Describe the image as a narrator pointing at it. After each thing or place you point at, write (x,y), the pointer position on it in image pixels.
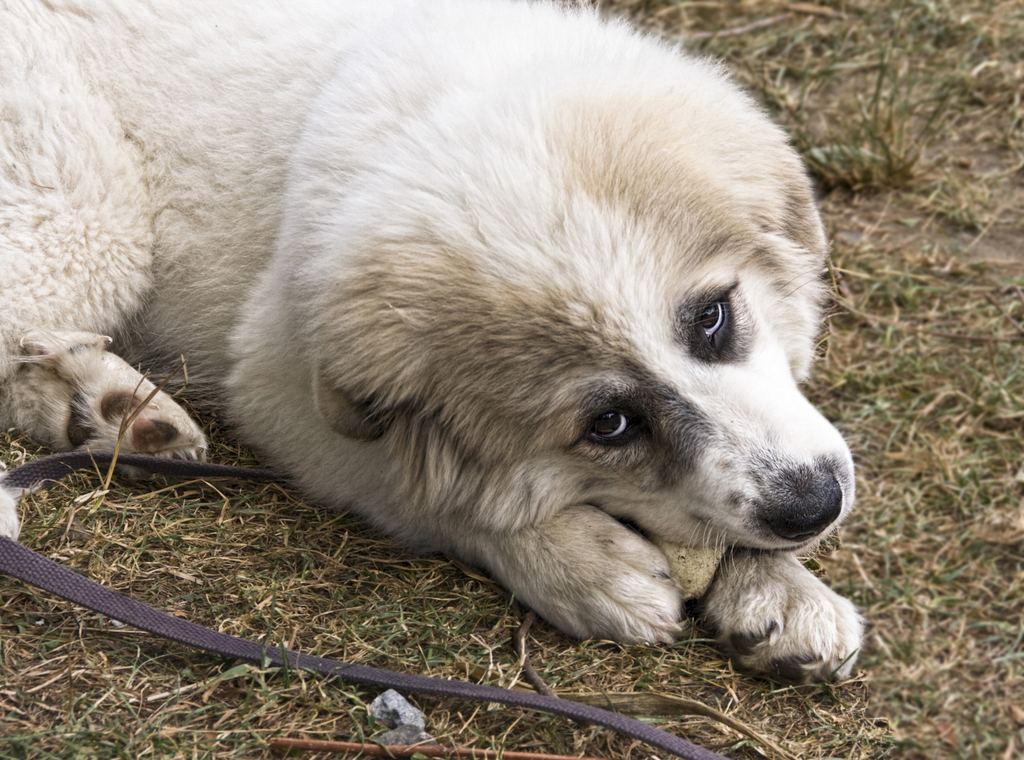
Here we can see a dog (386,267) lying on the ground (867,110) and there is a belt (117,604) and other objects (339,741) on the ground (458,673) at the bottom (623,696).
